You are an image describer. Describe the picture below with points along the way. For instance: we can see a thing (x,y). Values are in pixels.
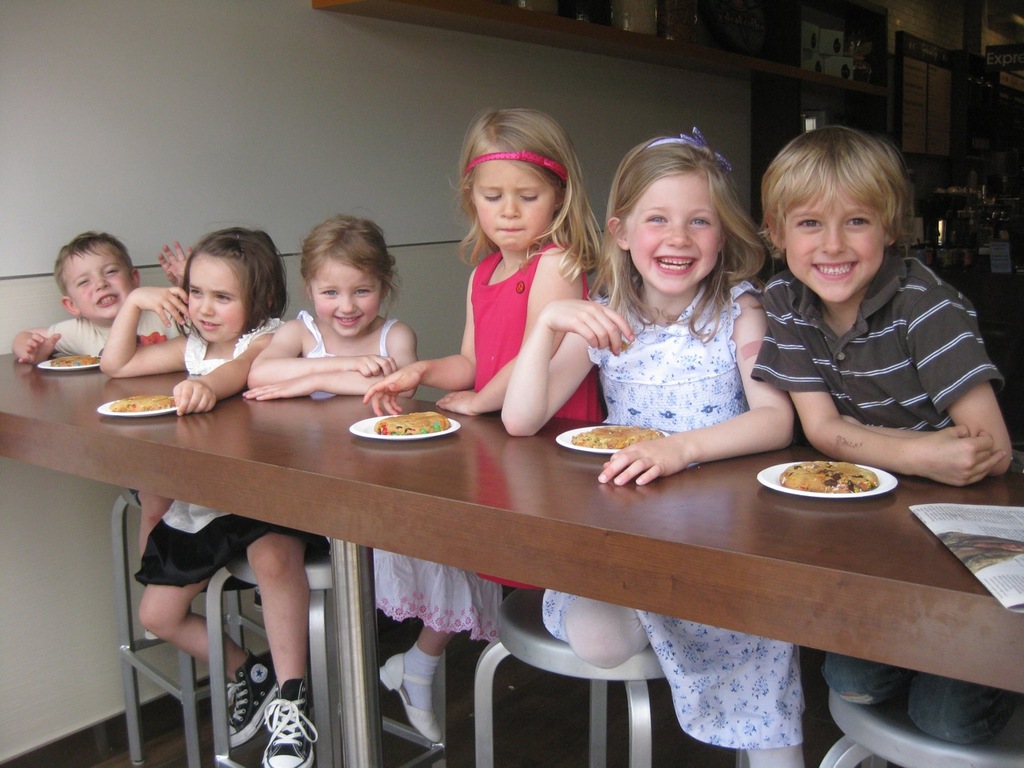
There are children (321,337) sitting on the chair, in front of them there is a table (463,450), having 5 plates (824,495) with food (423,434) in it.
